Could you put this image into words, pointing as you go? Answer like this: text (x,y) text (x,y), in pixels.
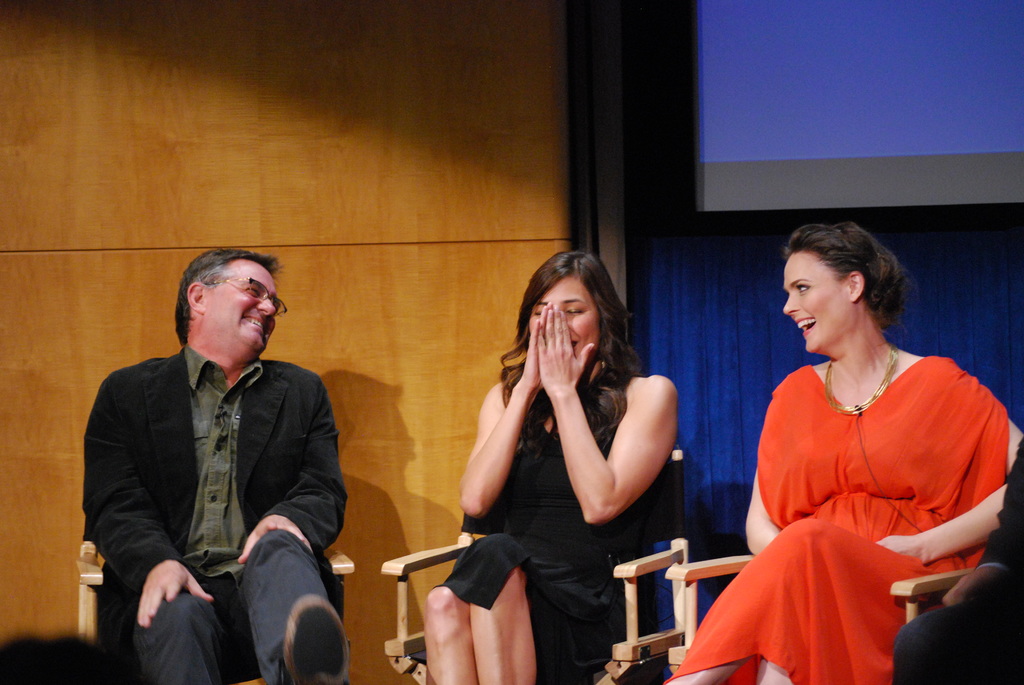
In this picture we can see there are three persons (497,420) sitting on chairs (343,553). On the right side of the image (951,593), it looks like a hand (959,583) of a person (987,573). Behind the people (1001,559) there is a wooden wall (417,453), curtain (693,273) and a projector screen (825,113).
